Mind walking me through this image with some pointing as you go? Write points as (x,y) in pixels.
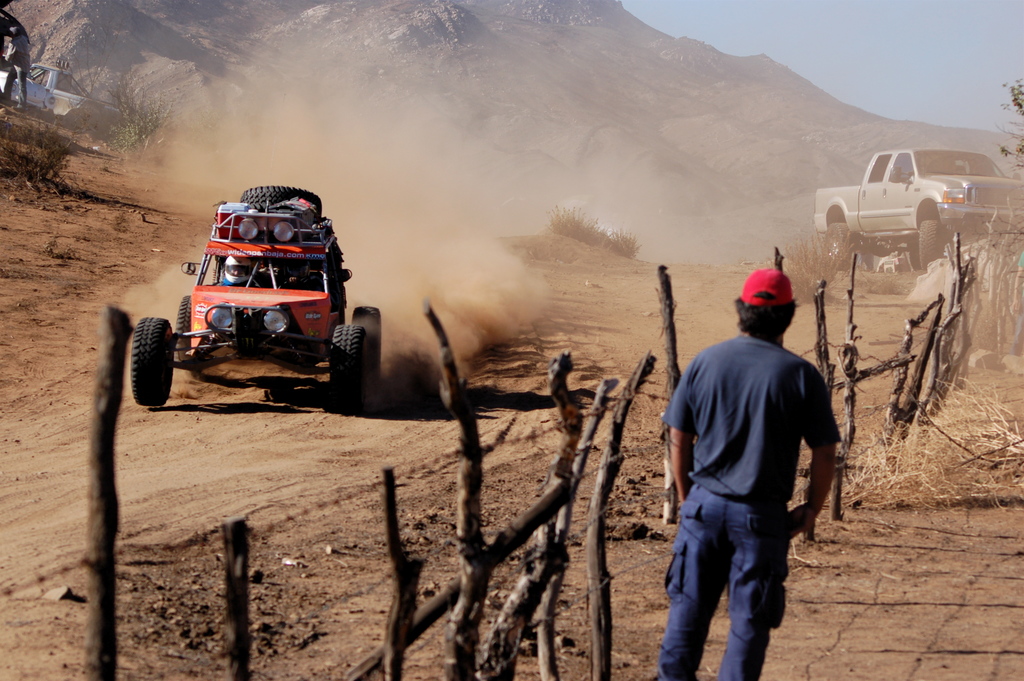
In this picture I can see a man (774,487) who is standing in front (738,540) and I see the ground (57,316) on which there are few cars (934,238). In the middle of this picture (669,388), I see the wooden fencing (636,393) and I see few plants (967,449). In the background (105,69) I see the mountains (762,159) and the sky (885,45).
